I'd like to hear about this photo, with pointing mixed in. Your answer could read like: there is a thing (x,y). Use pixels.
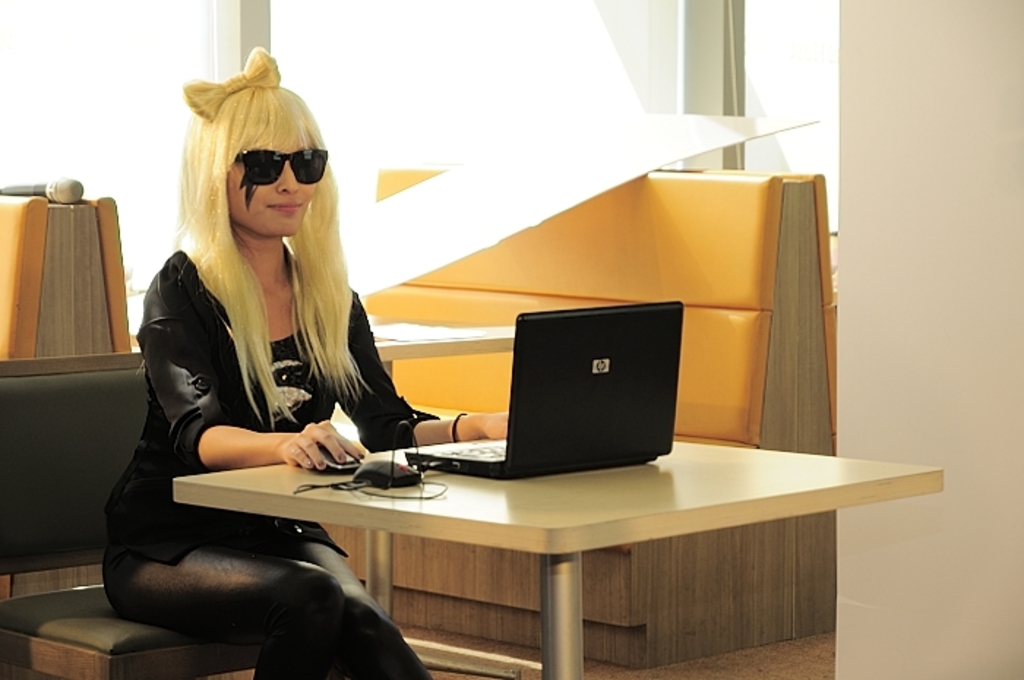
A woman (250,529) is sitting in the chair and working in the laptop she wear a black color dress (229,387).
